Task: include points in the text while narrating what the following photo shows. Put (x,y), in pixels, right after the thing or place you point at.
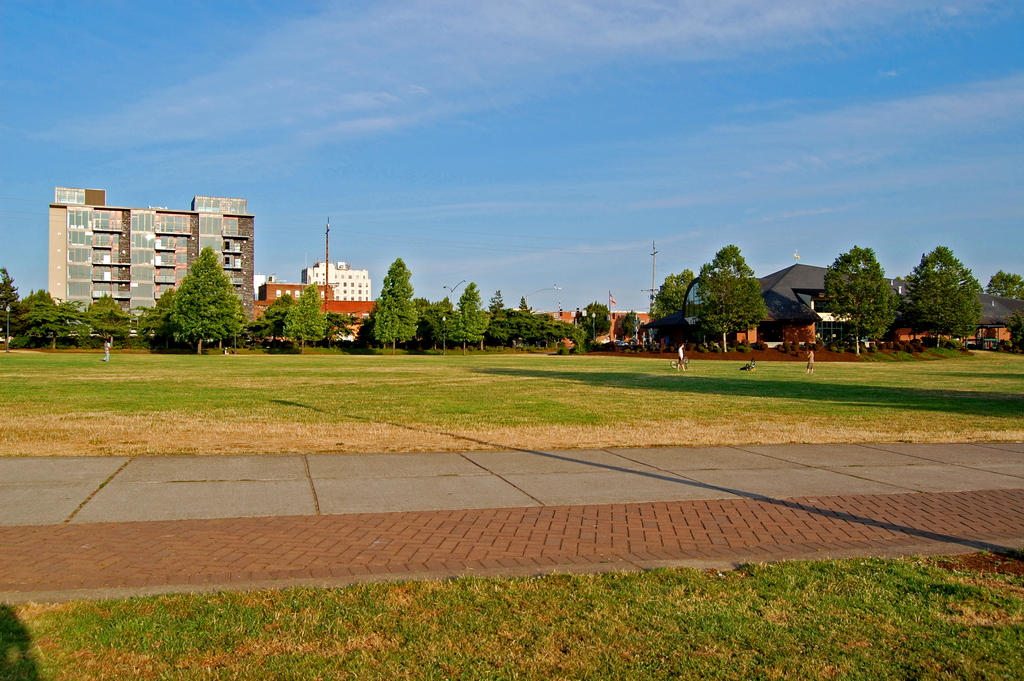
This picture is clicked outside. In the foreground (784,628) we can see the green grass (358,633) and the pavement (532,493). In the center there are some persons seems to be walking on the ground (309,371). In the background (737,261) we can see the buildings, poles (653,260), trees (949,294) and the sky (553,88).
